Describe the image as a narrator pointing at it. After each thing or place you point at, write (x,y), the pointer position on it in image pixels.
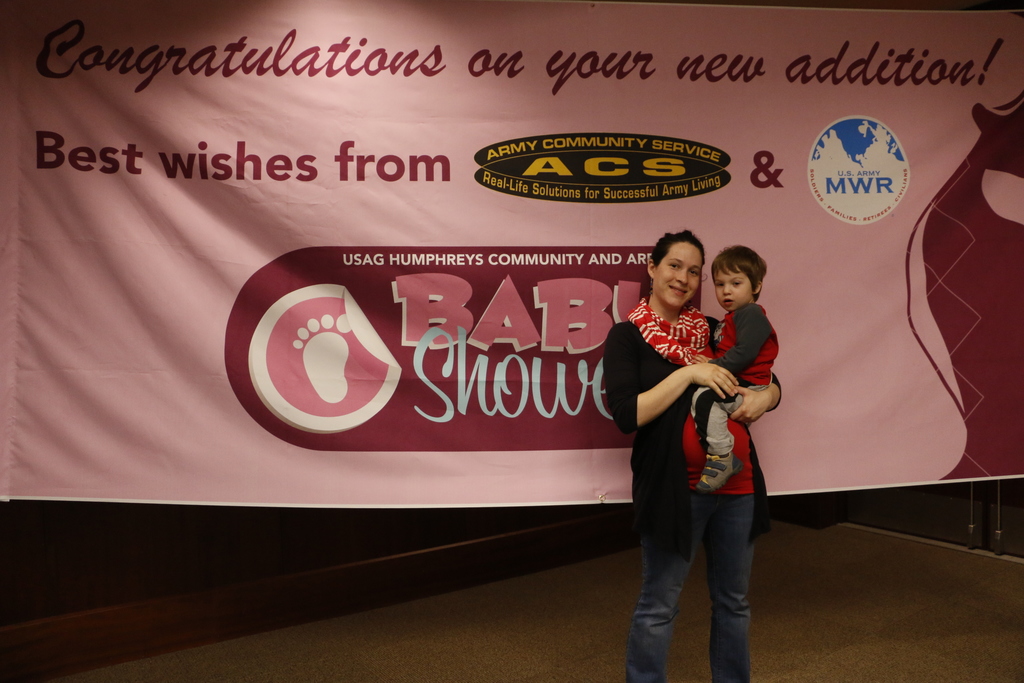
This image consists of a woman (721,569) wearing a black jacket (663,474) and holding a kid (729,325). In the background (471,195), there is a banner (664,190). At the bottom (518,625), there is a floor (496,582). On the right (993,542), we can see a door (1017,548).
